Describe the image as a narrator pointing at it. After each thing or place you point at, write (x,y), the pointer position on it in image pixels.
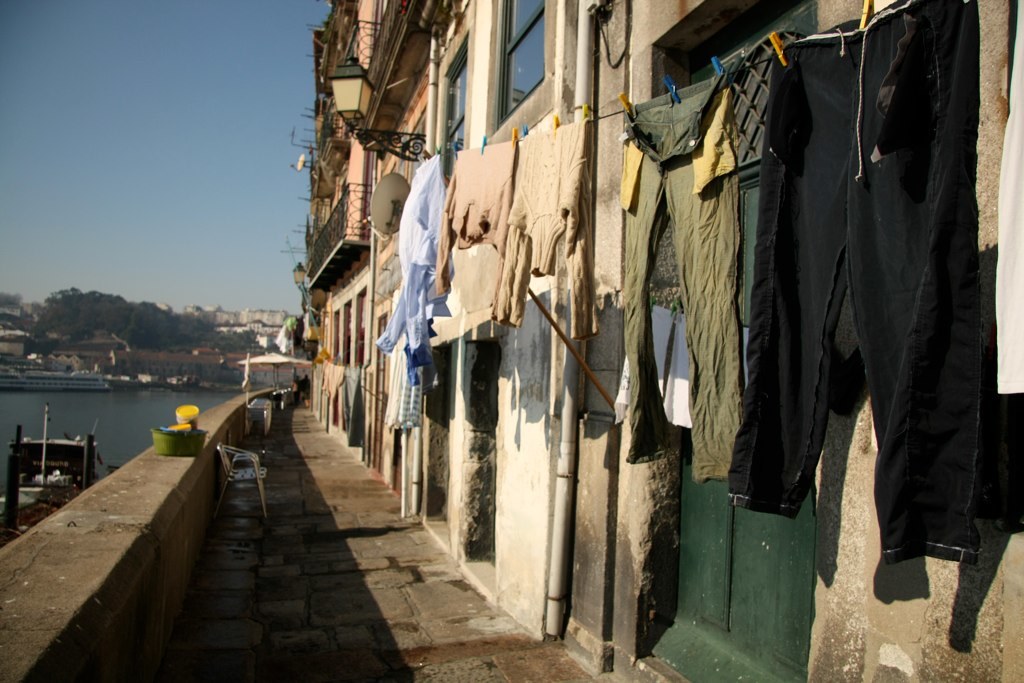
In this image on the right side (690,491) there are some buildings (595,126), antenna dishes (383,185) and some clothes (420,244) are hanging. At the bottom (311,576) there is road (275,536) and also there are some chairs (230,464), tub (193,435) and some objects (191,421). On the left side (46,413) there is a lake (83,427) and some object (28,501) and in the background (129,309) there are some trees (155,324), buildings (158,353) and some objects (43,386). At the top (182,88) there is sky (213,111).
